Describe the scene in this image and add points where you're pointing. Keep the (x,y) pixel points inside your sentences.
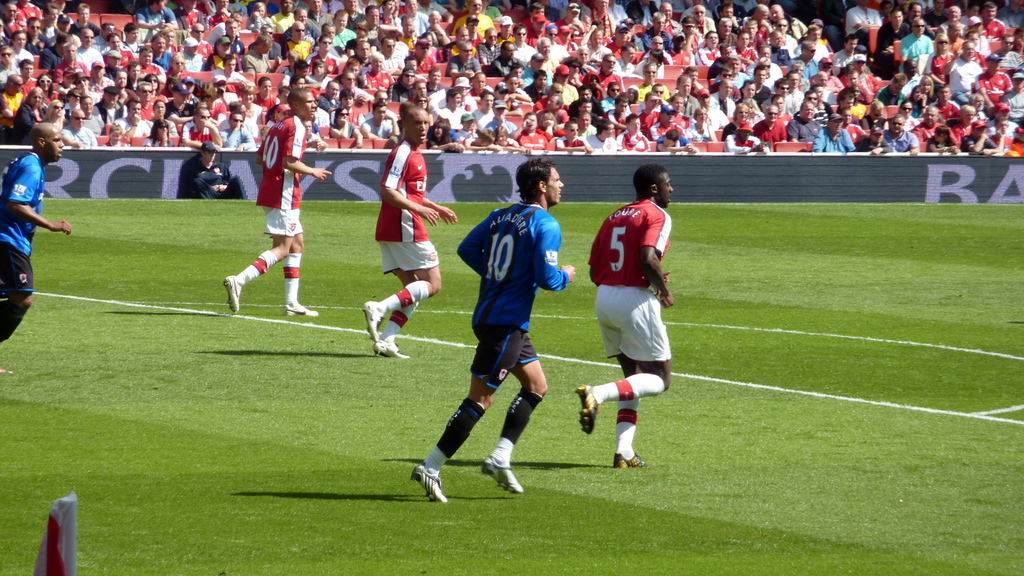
In this image we can see people (3,248) playing a game. At the bottom (493,488) there is grass (477,464). In the background (231,118) we can see crowd (763,119) sitting and there is a board (368,190).
